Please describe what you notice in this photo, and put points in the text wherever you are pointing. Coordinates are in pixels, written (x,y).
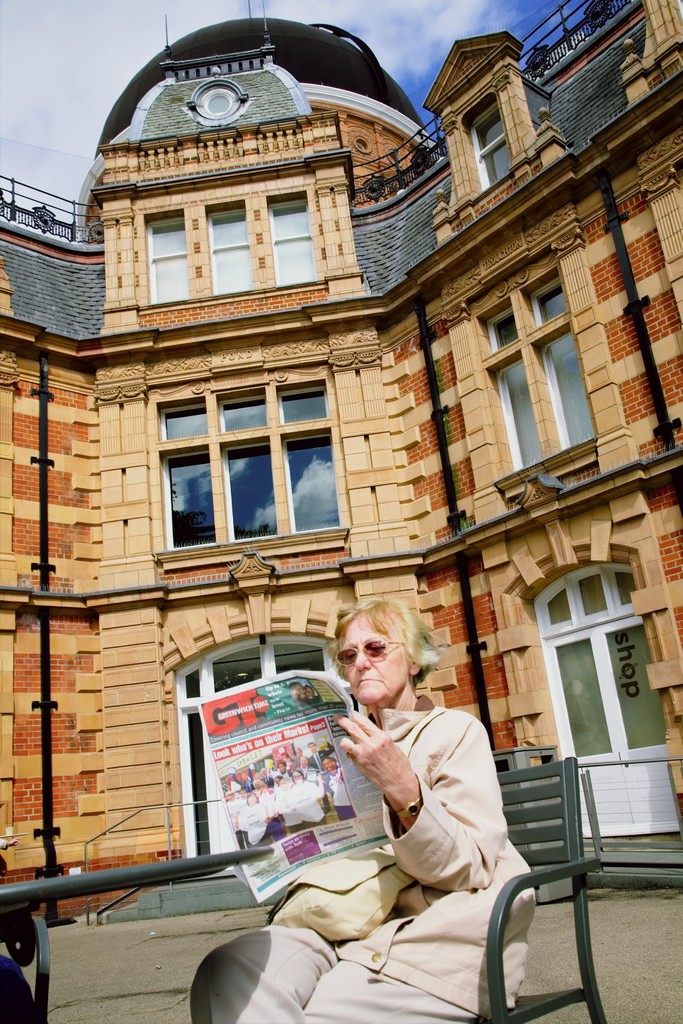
In the picture we can see a building (490,504) with windows (228,265), walls (658,301) and some designs (552,490) on it and we can also see a sky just before the window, we can see a woman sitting on the chair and reading the news paper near the table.
